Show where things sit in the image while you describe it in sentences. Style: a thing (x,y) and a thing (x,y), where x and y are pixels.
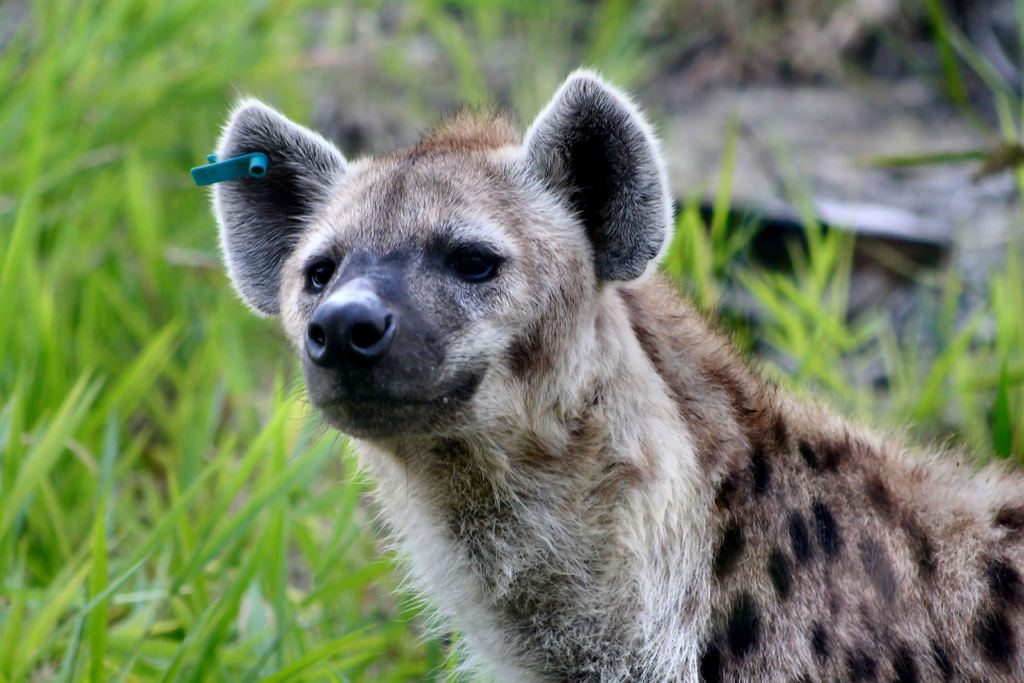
In this picture I can observe hyena (437,344) in the middle of the picture (526,317). In the background (143,51) I can observe some grass (139,418) on the ground (299,585).
